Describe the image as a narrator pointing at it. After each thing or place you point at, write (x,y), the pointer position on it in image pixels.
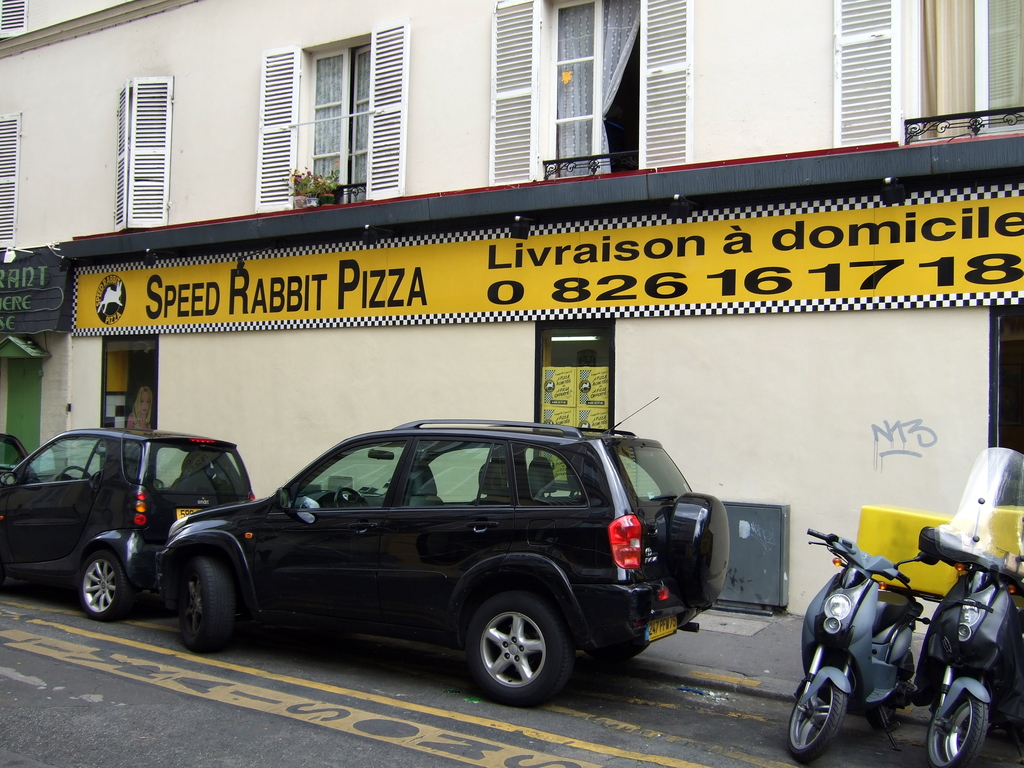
In this image at front (600,475) there are vehicles (583,601) parked on the road (130,669). At the back side (647,366) there is a building (515,217).
